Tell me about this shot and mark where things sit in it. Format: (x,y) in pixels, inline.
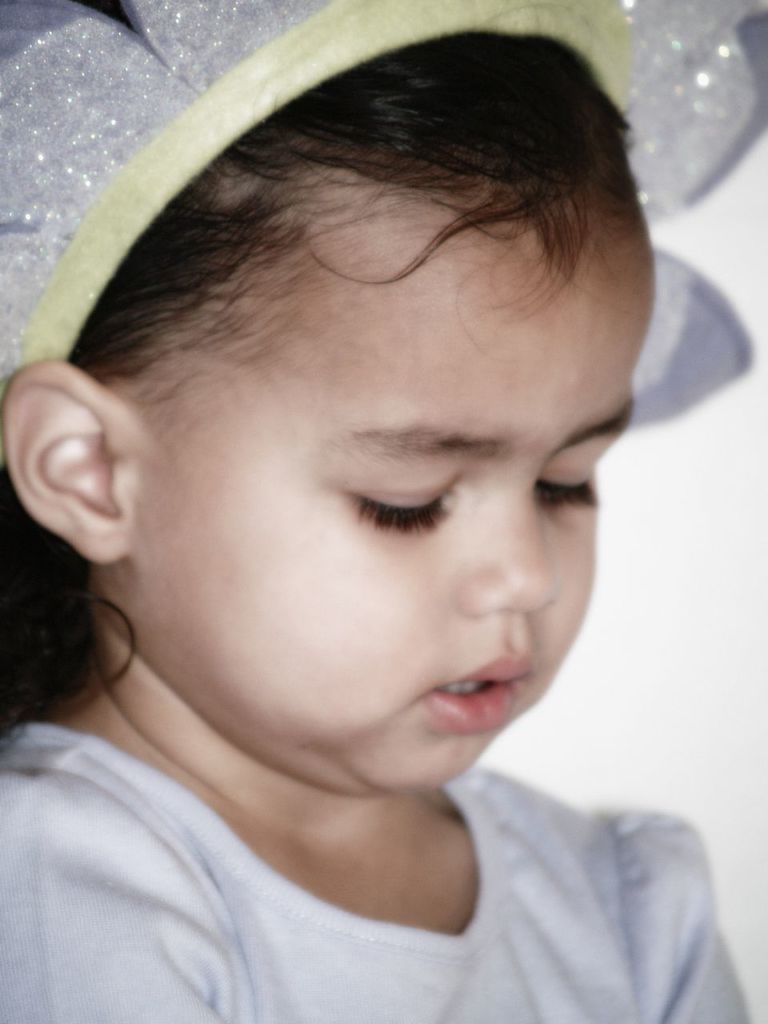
In the image there is a baby (207,664) with light blue top (112,879) and a lavender headpiece (88,209) over her head (429,93).
